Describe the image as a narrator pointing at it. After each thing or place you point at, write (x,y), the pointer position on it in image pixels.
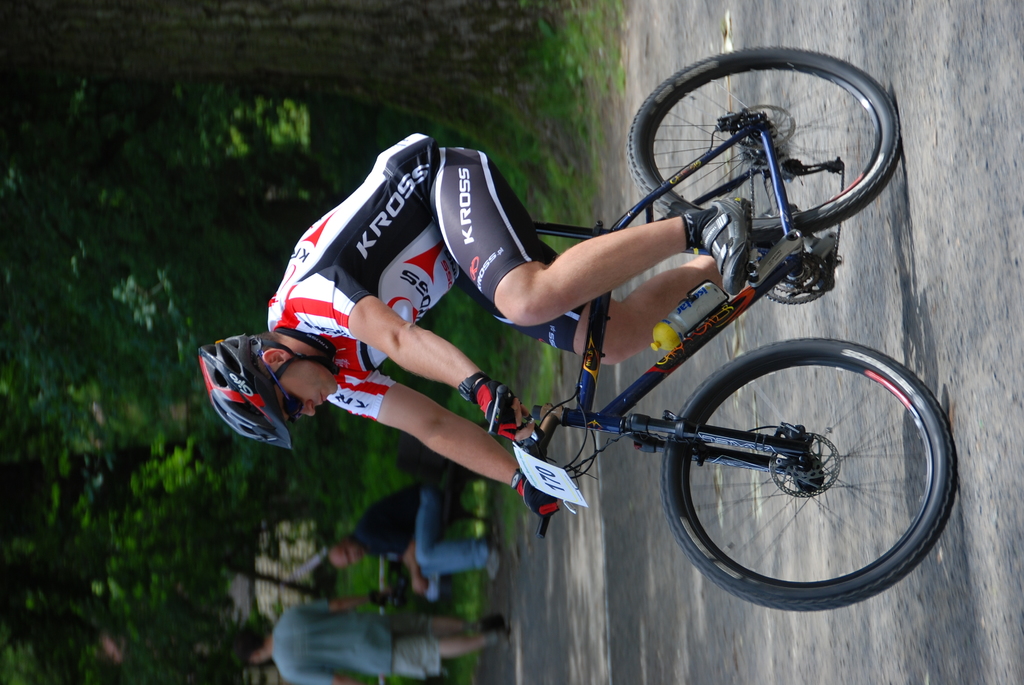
This picture describes about group of people (370,512), in the middle of the given image we can see a man (412,226), he is riding bicycle (650,192) and he wore a helmet (257,413), in the background (268,259) we can see few trees (174,416).
